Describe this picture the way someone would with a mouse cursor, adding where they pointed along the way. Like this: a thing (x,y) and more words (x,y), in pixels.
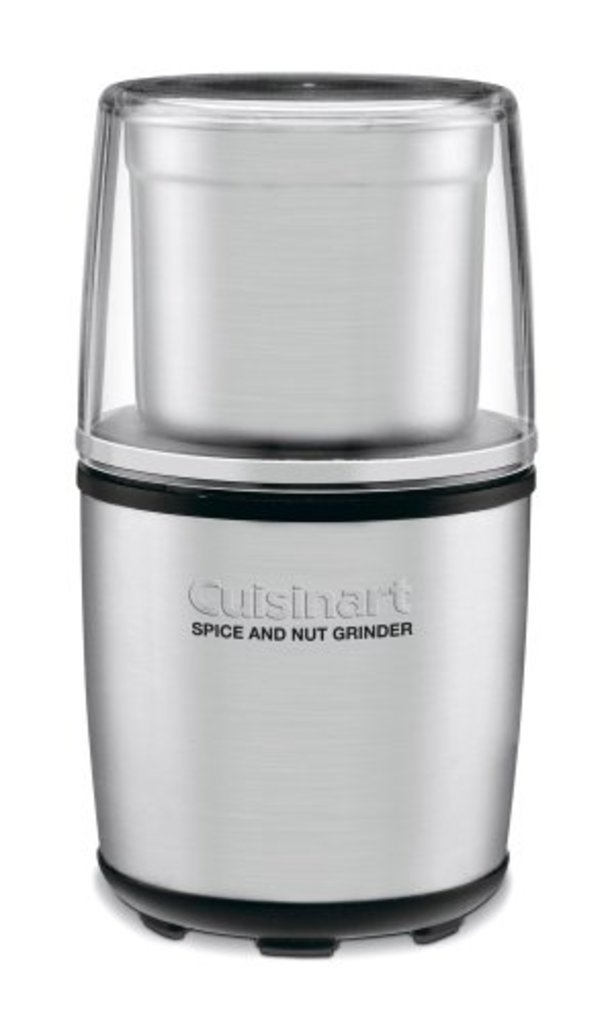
In this picture I can see there is a grinder (295,618) and it is placed on a white surface (74,956) and it has a logo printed on it.
